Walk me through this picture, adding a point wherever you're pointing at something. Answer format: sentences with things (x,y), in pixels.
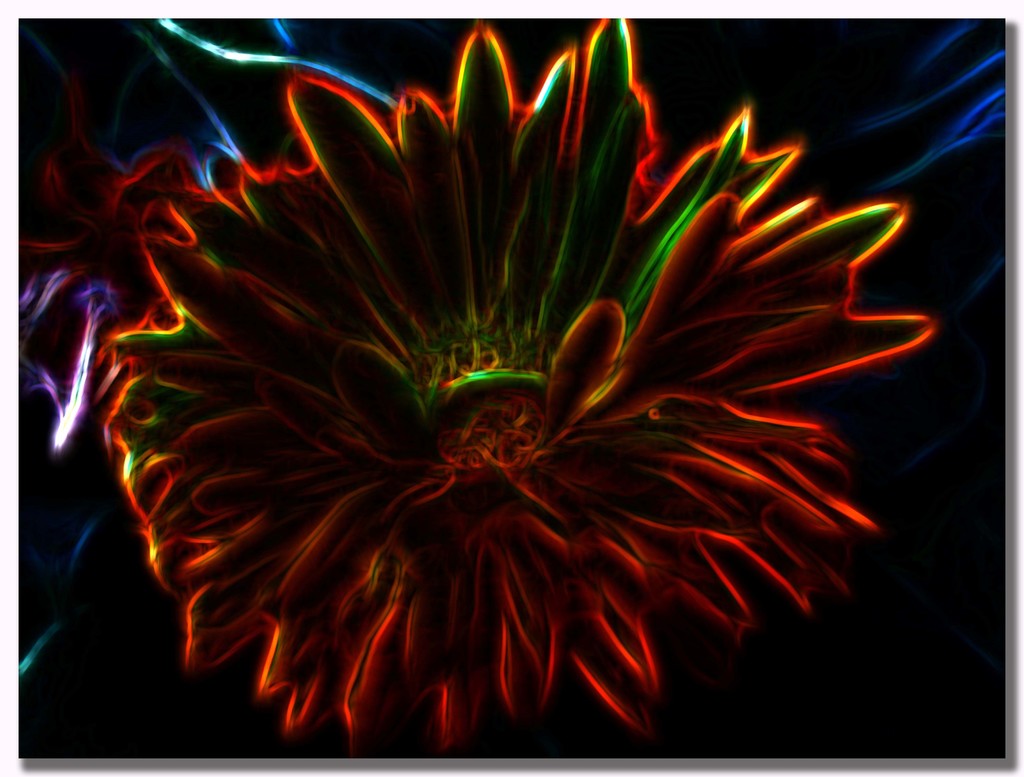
It is an edited image. In this image, we can see a flower (657,377).
